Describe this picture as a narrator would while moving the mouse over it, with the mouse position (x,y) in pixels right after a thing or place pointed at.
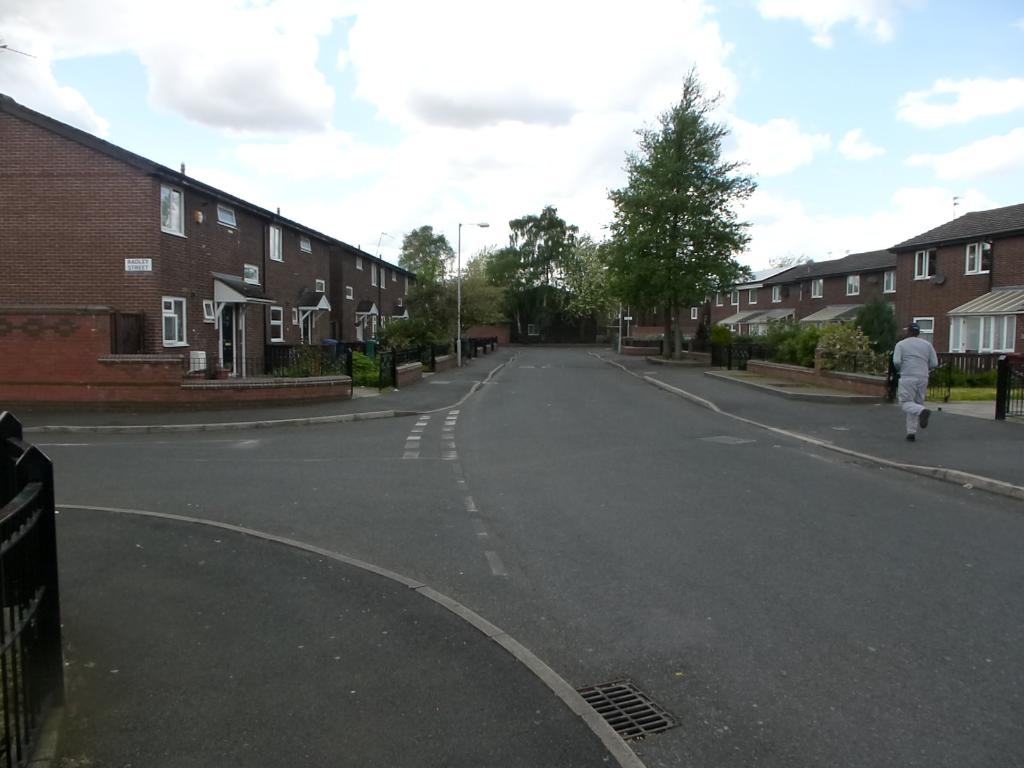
In this picture we can see road (562,598), there is a person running along the footpath (645,367), there are some houses (23,251) on left (101,311) and right side of the picture (718,306), in the background of the picture (440,322) there are some trees (426,324) and top of the picture (758,61) there is cloudy sky (300,124).
